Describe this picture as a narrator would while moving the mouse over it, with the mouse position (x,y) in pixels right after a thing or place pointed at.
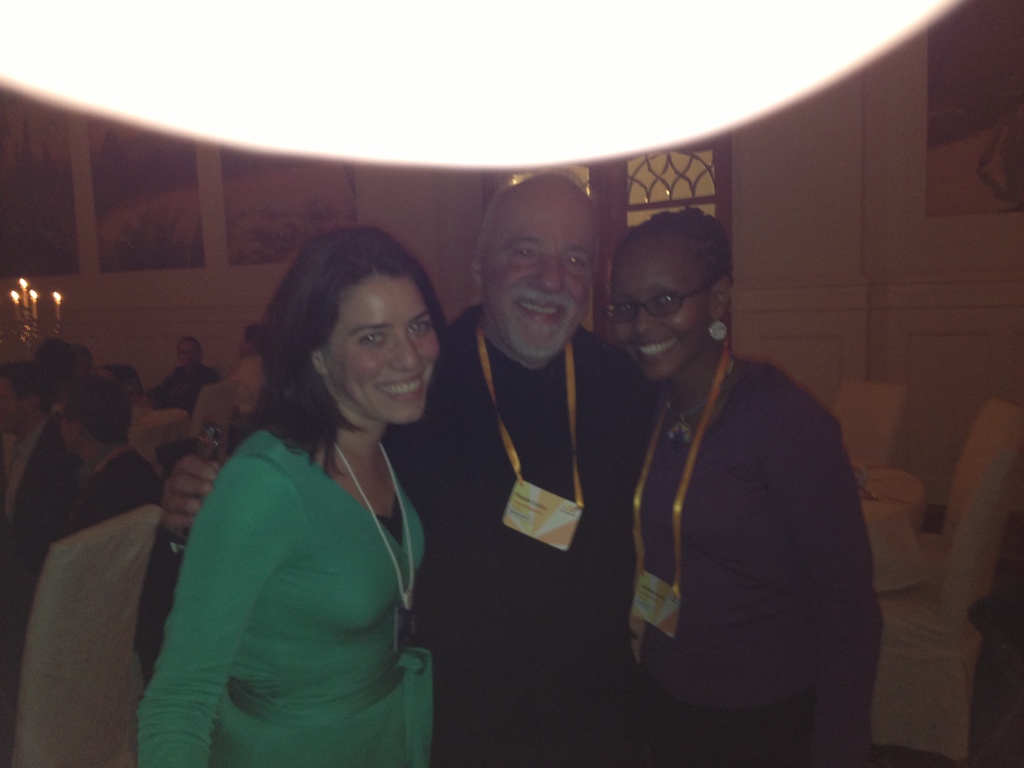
In this image we can see one man (561,401) and two women (742,568) are standing and smiling. They are wearing tags (498,409) around their neck (699,397). In the background (82,451), we can see people (167,387), chairs (123,572), candles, door (616,220) and frames (244,183) are attached on the wall (904,195).
